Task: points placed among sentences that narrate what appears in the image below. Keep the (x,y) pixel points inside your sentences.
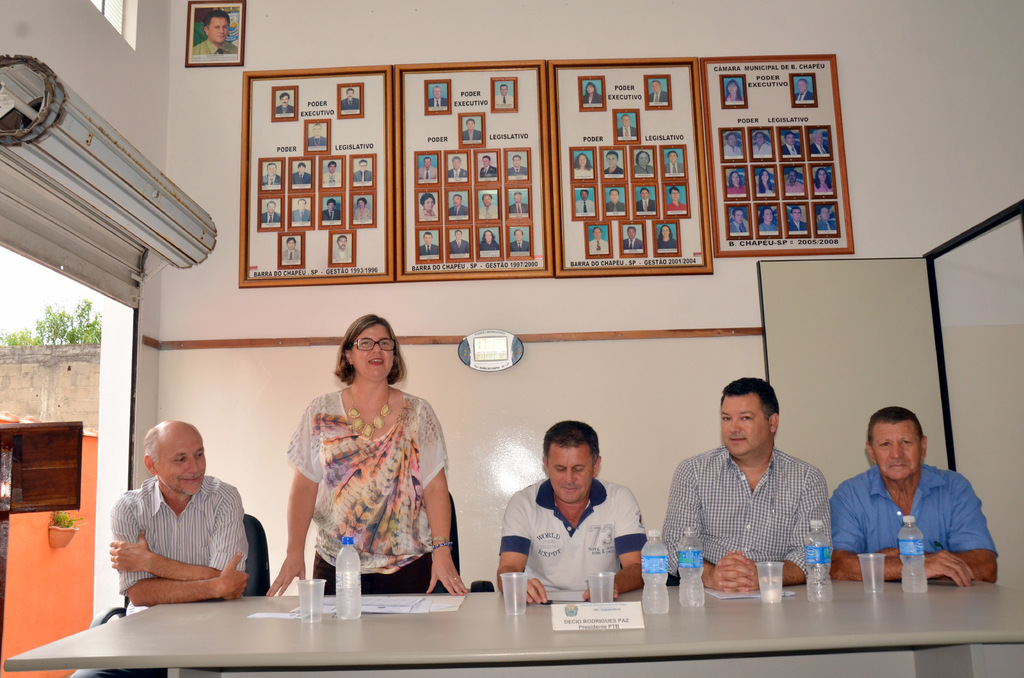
This picture shows few people (640,589) seated on a chairs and a woman (376,339) standing and speaking and we see glasses (322,588), papers (429,602) and water bottles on the table (962,675) and we see few photo frames (625,212) on the wall (948,213) and we see a door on the left side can we see a tree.
